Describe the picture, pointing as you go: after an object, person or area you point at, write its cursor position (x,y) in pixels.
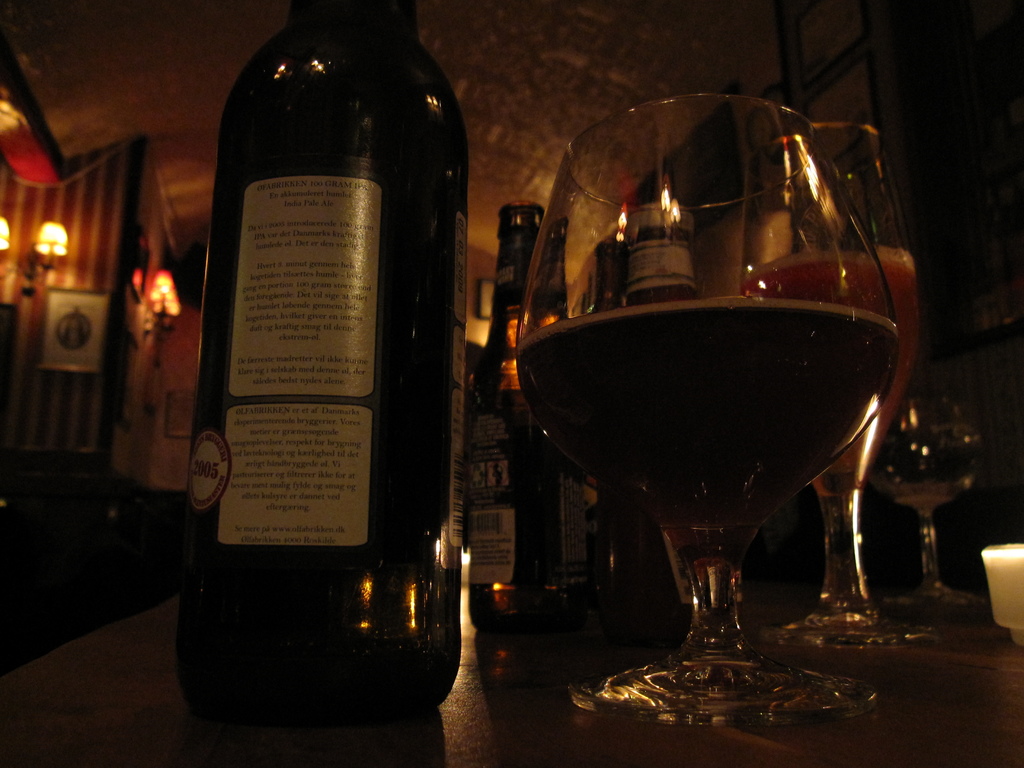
This image looks like it is clicked inside a room (708,75). In the front (723,617), there is a table (798,603) on which beer glasses (710,651), beer (555,344) and beer bottles (488,367) are placed. In the background (123,154), there is wall (41,188) along with lights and frames (55,318) fixed on it.
